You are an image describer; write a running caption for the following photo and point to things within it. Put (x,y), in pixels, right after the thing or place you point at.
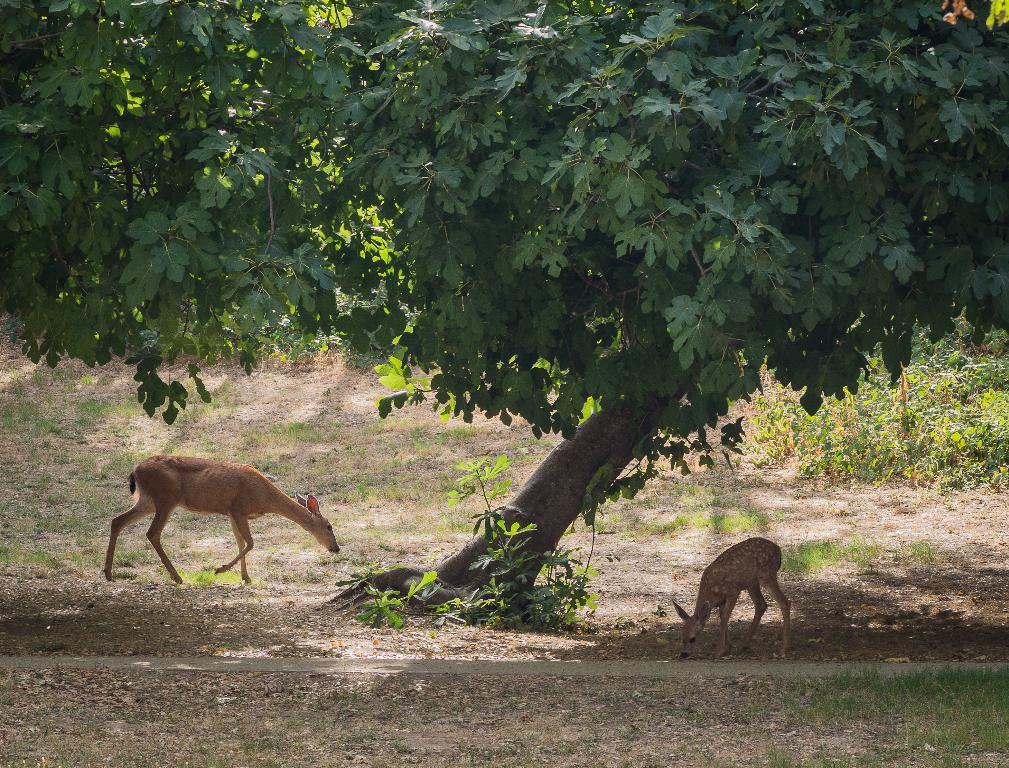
In this image, I can see two deers (726,606), plants (555,580) and a tree (547,216) with branches (584,155) and leaves (616,144).
